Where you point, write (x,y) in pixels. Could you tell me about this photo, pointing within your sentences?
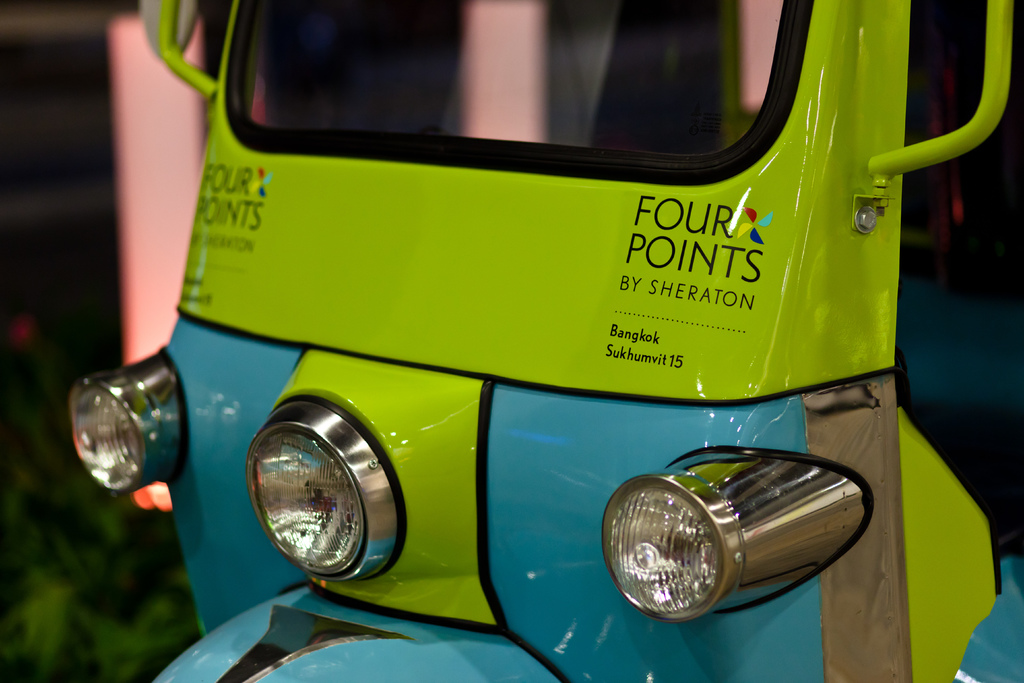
In the foreground (351,446) I can see a auto rickshaw (480,550). This image is taken during night may be on the road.
